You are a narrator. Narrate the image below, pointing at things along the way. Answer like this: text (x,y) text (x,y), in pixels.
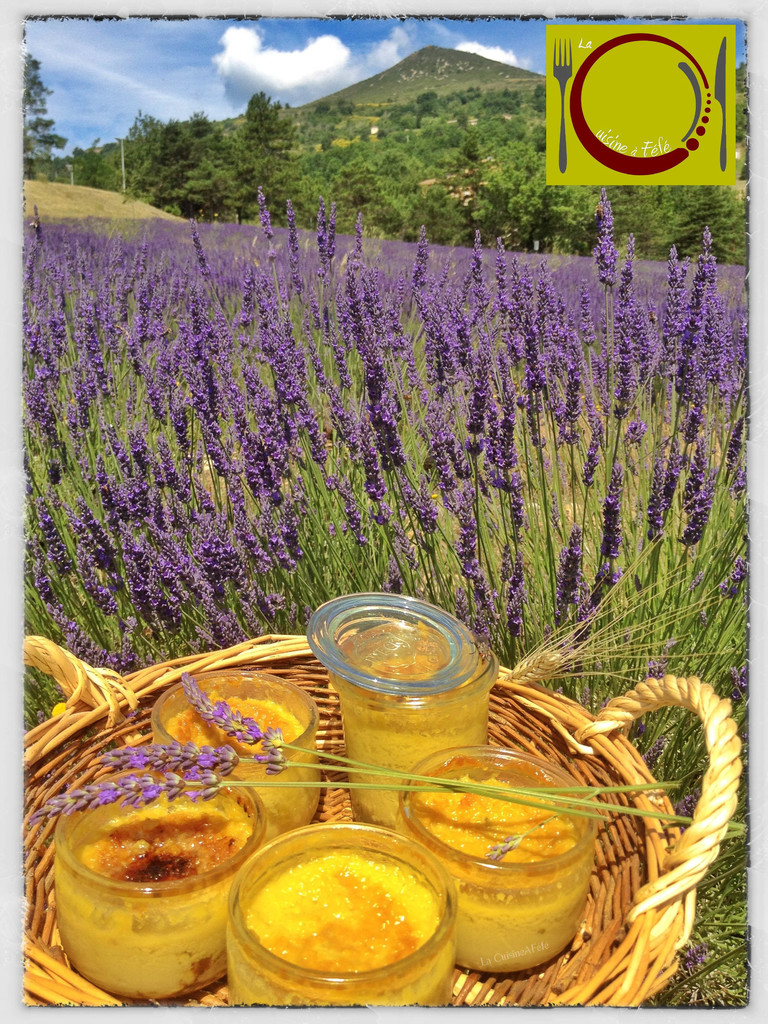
In this image, we can see so many plants (378,354), trees (698,244), and mountain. Top of the image (217,79), there is a sky (329,52). Right side (663,93) top corner, we can see an icon (618,104). At the bottom of the image (655,851), there is a basket (603,954) with few containers (512,936).
